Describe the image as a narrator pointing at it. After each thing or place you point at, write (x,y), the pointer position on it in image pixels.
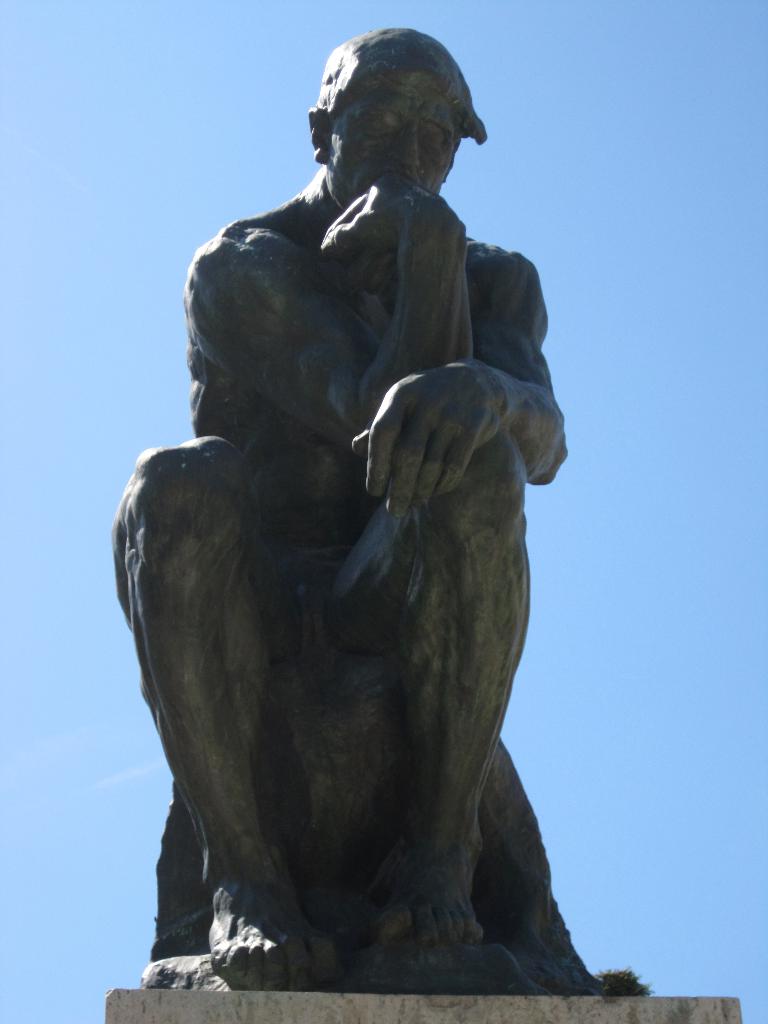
In this image we can see a statue (478,544) of a person (284,514) placed on a pedestal (640,1017). In the background (52,791) we can see the sky (262,45).
